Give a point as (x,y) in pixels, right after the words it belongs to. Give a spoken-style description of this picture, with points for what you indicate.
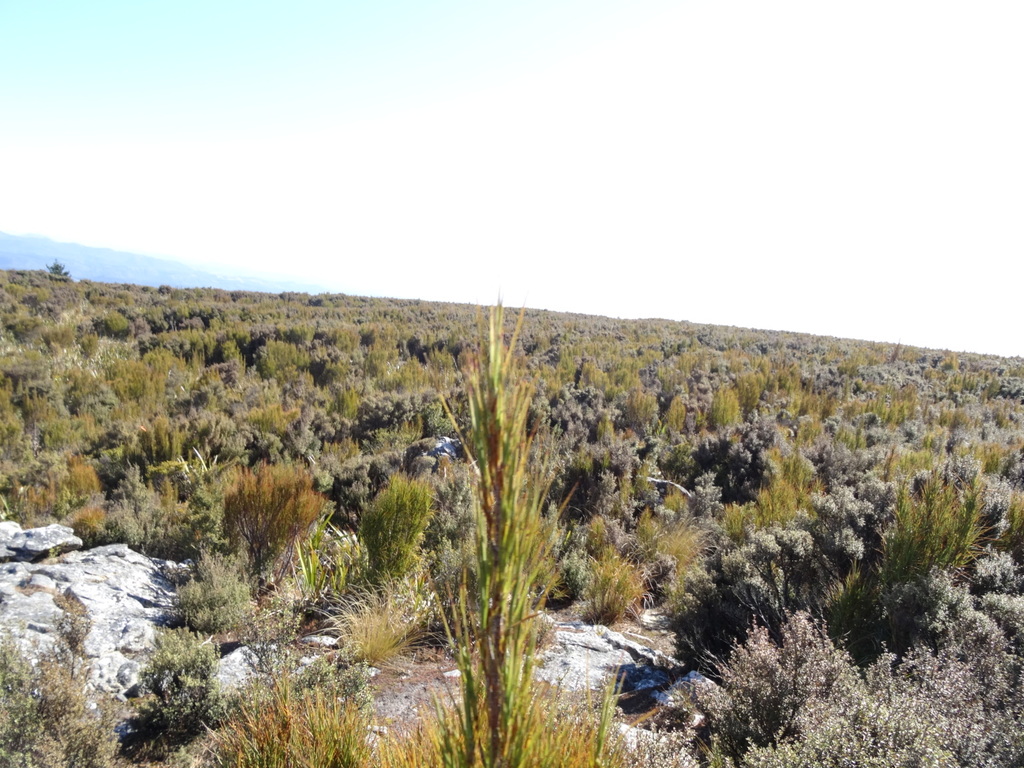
This picture is clicked outside the city. In the center (610,356) we can see the plants (658,464) and grass (513,452). In the background (516,142) there is a sky (262,160) and some other objects (190,280) seems to be the hills (116,272).
